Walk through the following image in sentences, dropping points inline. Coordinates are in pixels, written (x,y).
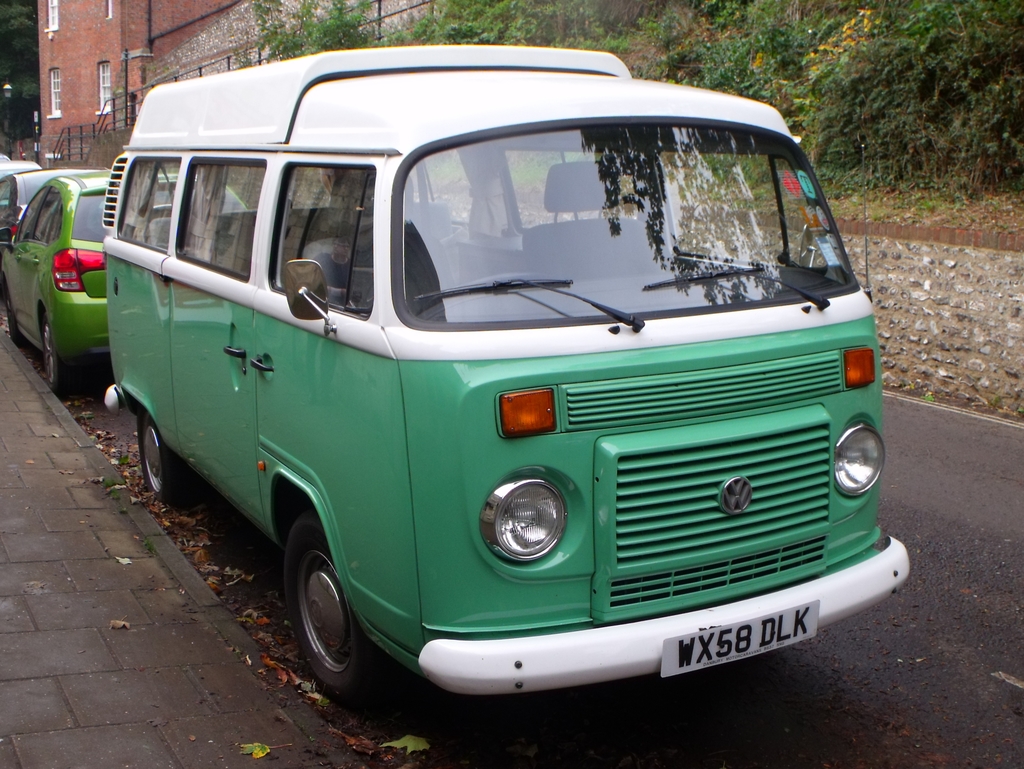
In the image I can see the road (808,655), few vehicles (364,387) on the road (911,681) and the sidewalk (67,670). In the background (759,68) I can see few trees (750,51) which are green in color and few buildings (45,40).
